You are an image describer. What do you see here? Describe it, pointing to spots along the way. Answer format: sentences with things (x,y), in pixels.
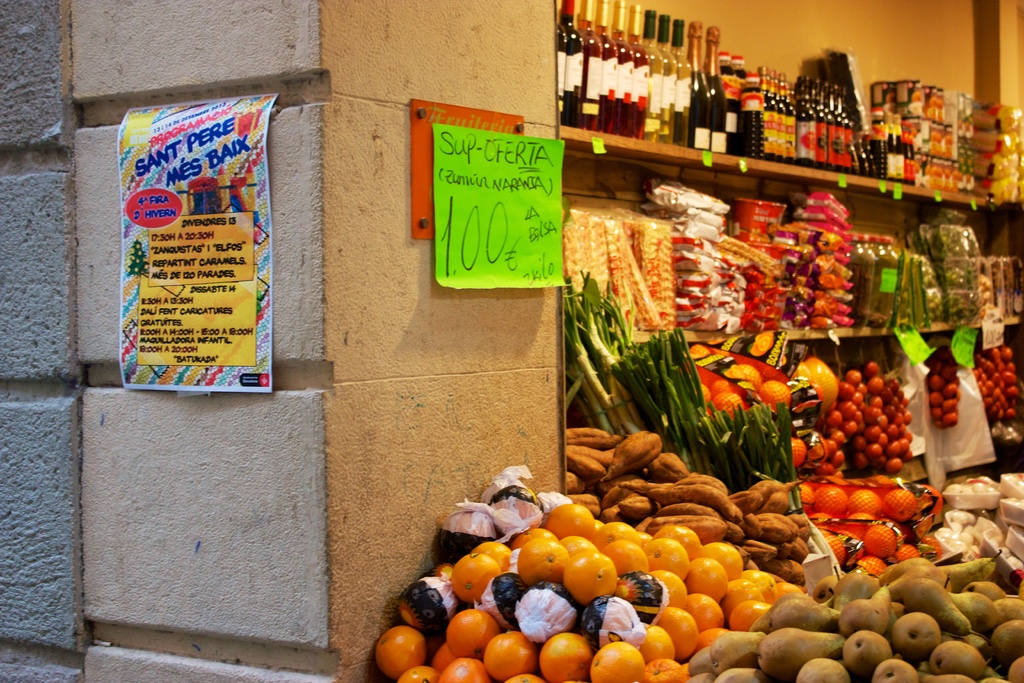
In this image there is a wall (310,358), On the wall (320,187) there is a paper (210,275) stick to it. And behind that there is a shelf (902,240), In shelf (878,240) there are bottles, Vegetables (706,413) and Fruits (734,409).
